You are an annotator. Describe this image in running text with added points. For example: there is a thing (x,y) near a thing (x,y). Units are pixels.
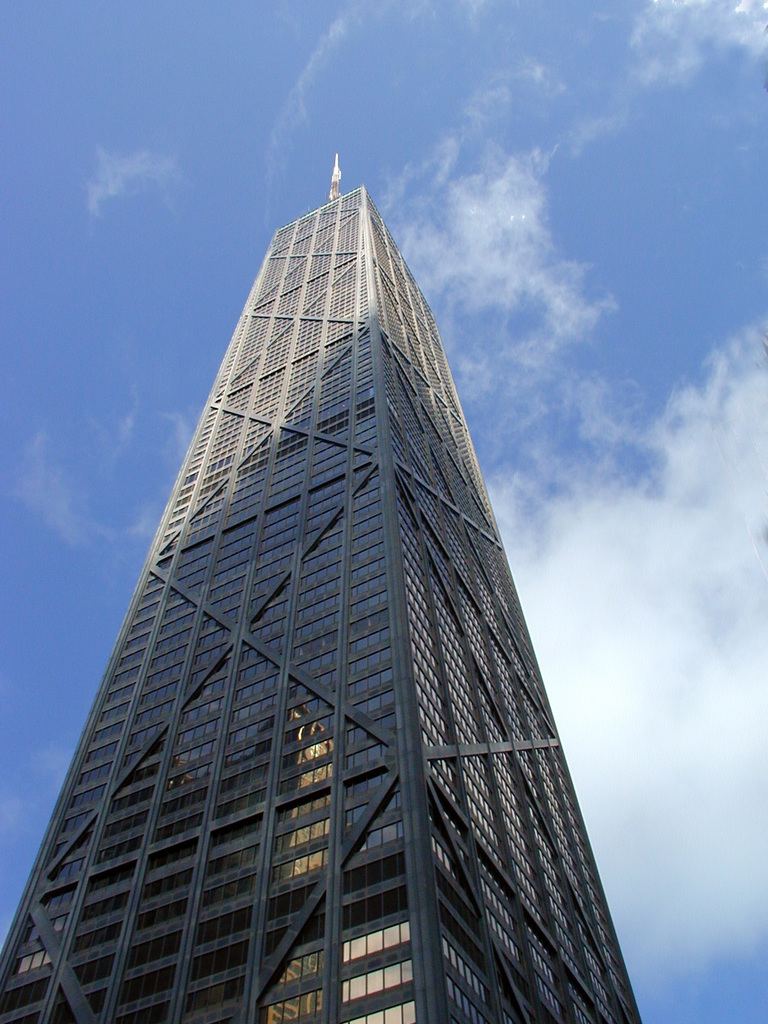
Here in this picture we can see a building tower (284,403) present over there and we can see clouds (599,426) in the sky (567,509) over there.
